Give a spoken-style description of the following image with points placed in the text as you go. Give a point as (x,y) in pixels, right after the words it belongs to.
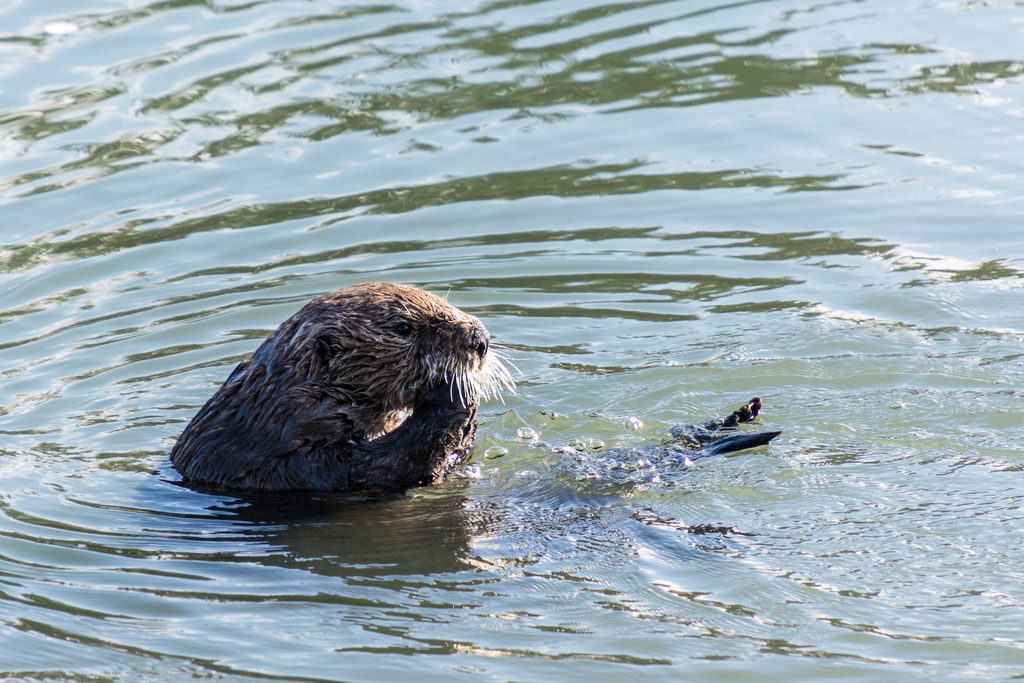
In this image we can see there is an animal (416,426) in the water (449,557).
